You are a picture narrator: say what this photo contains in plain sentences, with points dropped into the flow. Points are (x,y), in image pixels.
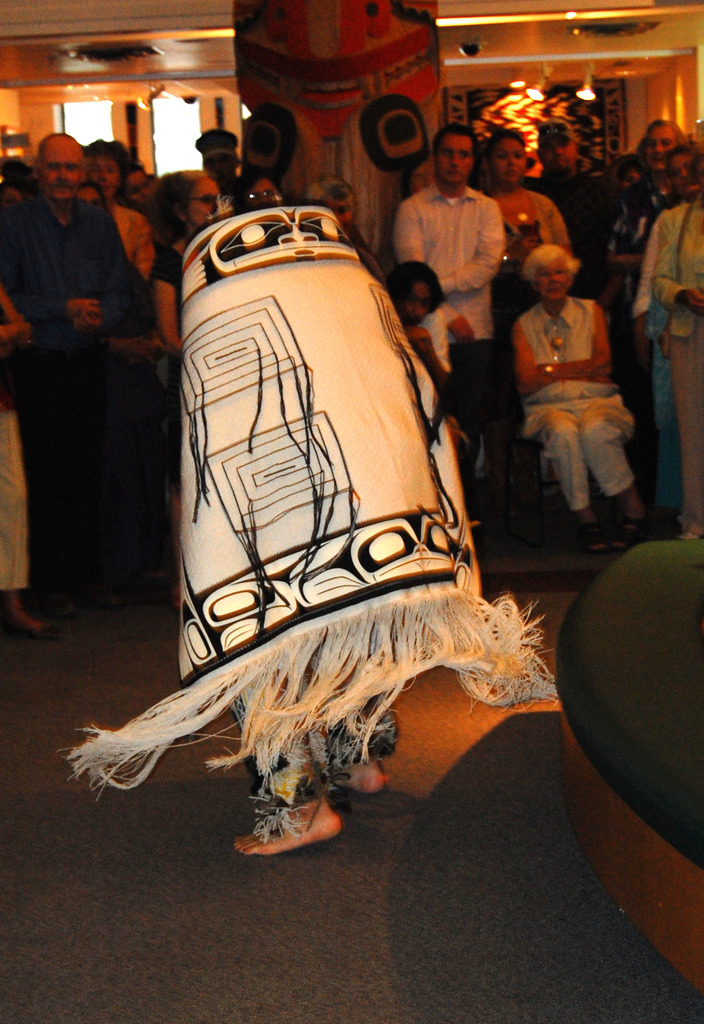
In this image, we can see a crowd (453,213) standing and wearing clothes (68,292). There is a blanket (199,345) in the middle of the image (276,419). There is a person (539,392) sitting on the right side of the image (596,404). There is a pillar (302,85) at the top of the image (312,110).
